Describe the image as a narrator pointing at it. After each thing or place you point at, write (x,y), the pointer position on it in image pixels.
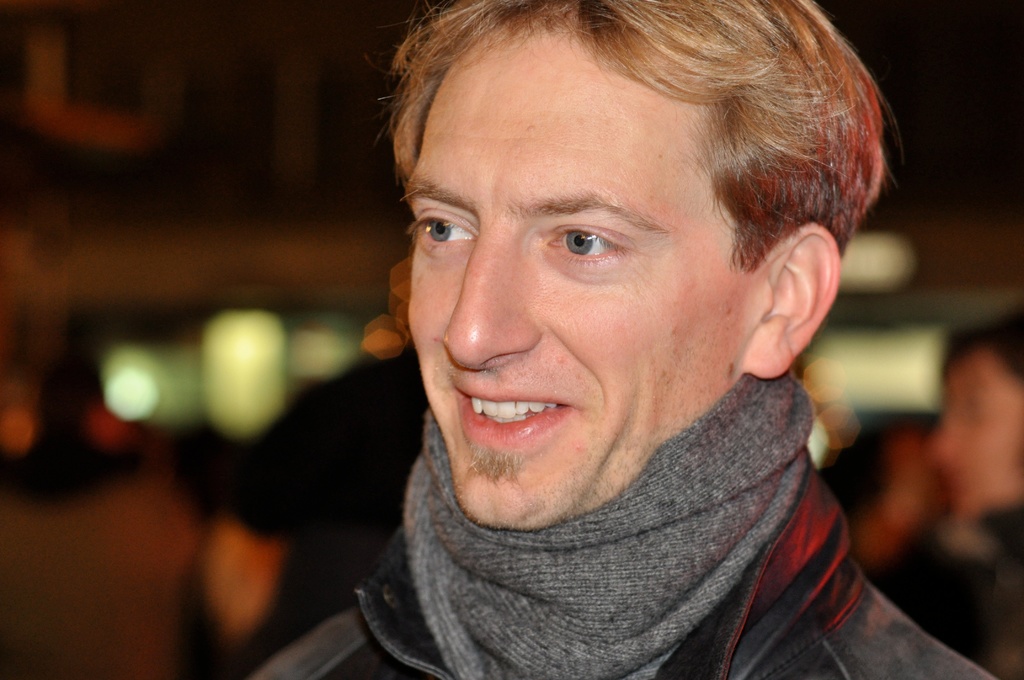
In the image we can see a man (797,414), he is smiling. Behind him few people (1005,504) are standing. Background of the image (947,17) is blur.
